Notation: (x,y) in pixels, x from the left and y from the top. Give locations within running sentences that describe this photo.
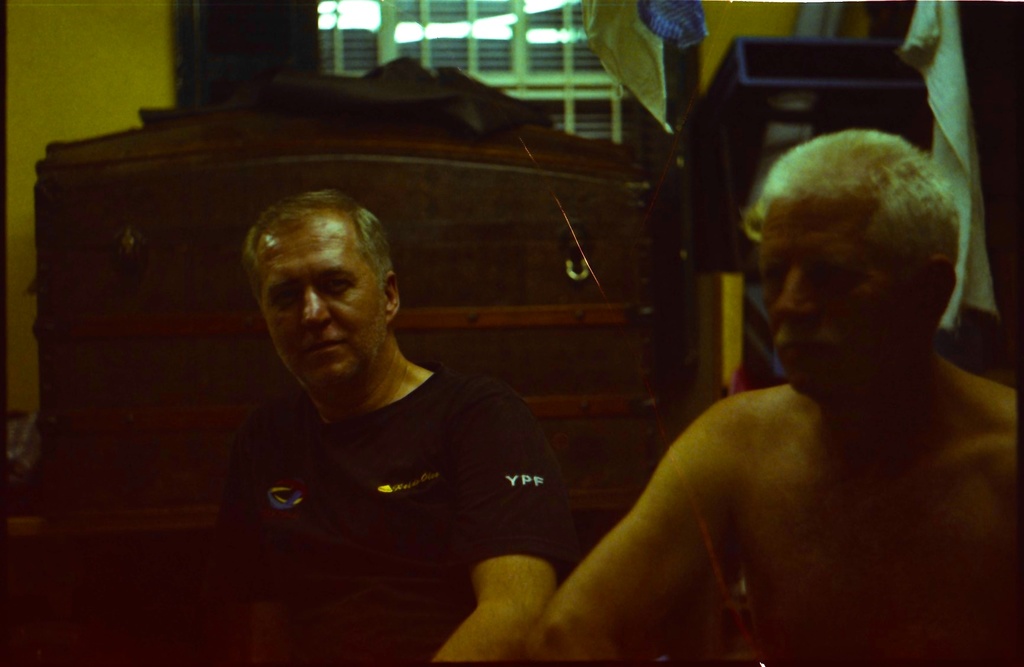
In this picture we can see two men (540,532), behind to them we can find few clothes (606,29) and windows (564,66).
